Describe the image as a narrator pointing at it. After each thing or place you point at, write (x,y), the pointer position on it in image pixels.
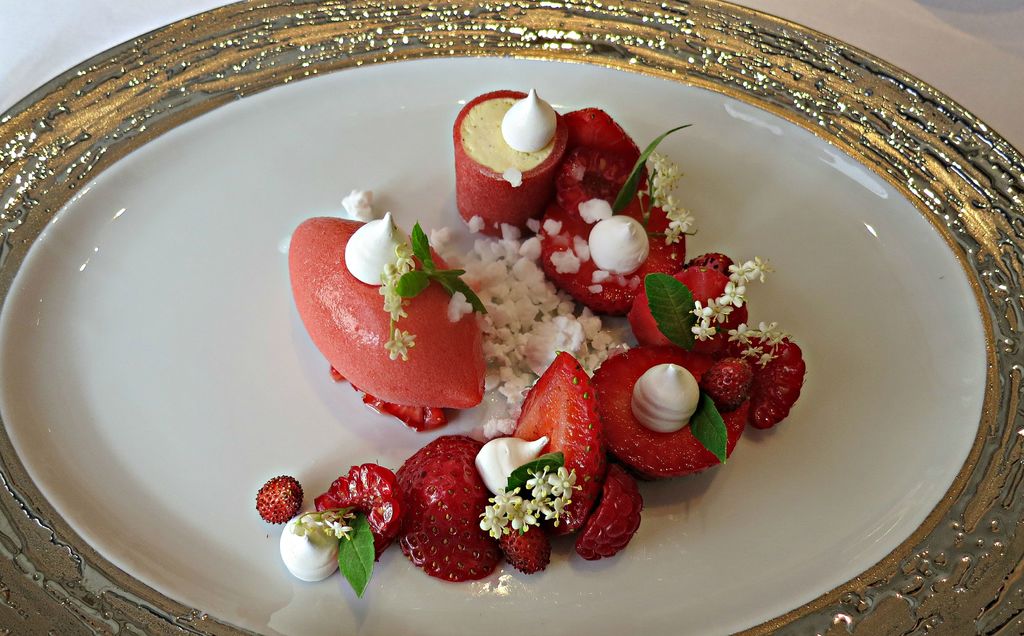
In the center of the image (424,234) there is a dessert (420,313) in plate (238,433) placed on the table (929,24).
